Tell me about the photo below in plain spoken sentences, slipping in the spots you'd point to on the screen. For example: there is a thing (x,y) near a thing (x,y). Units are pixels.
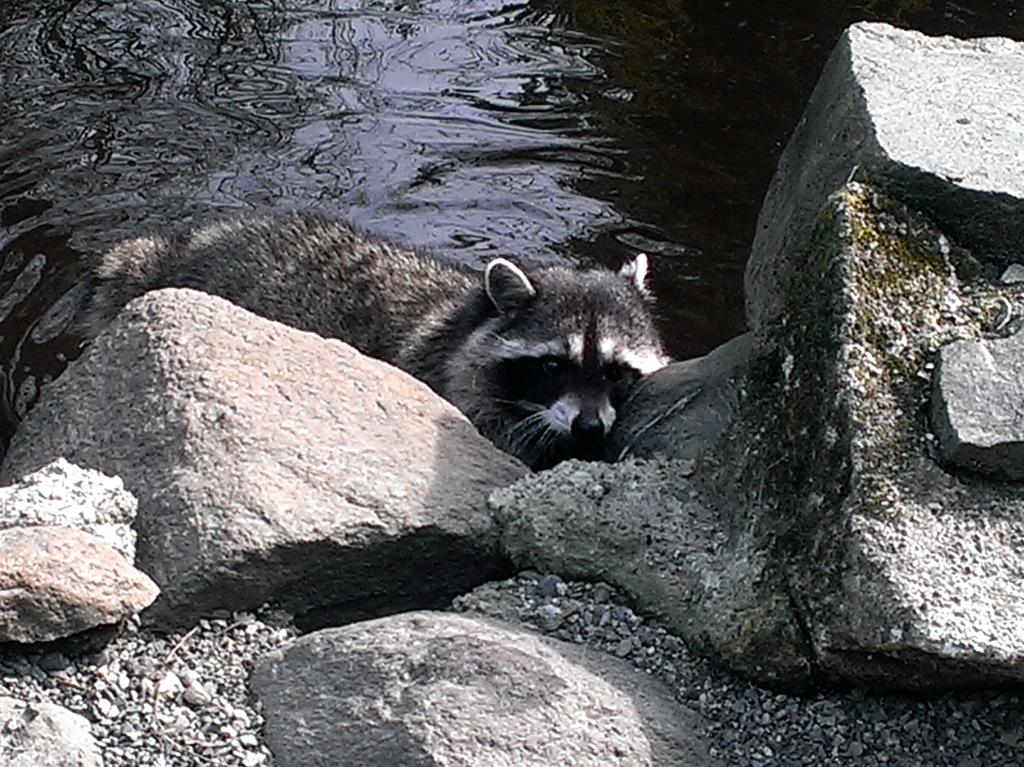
In this picture we can see an animal (506,386), rocks (528,509) and water (658,153).
